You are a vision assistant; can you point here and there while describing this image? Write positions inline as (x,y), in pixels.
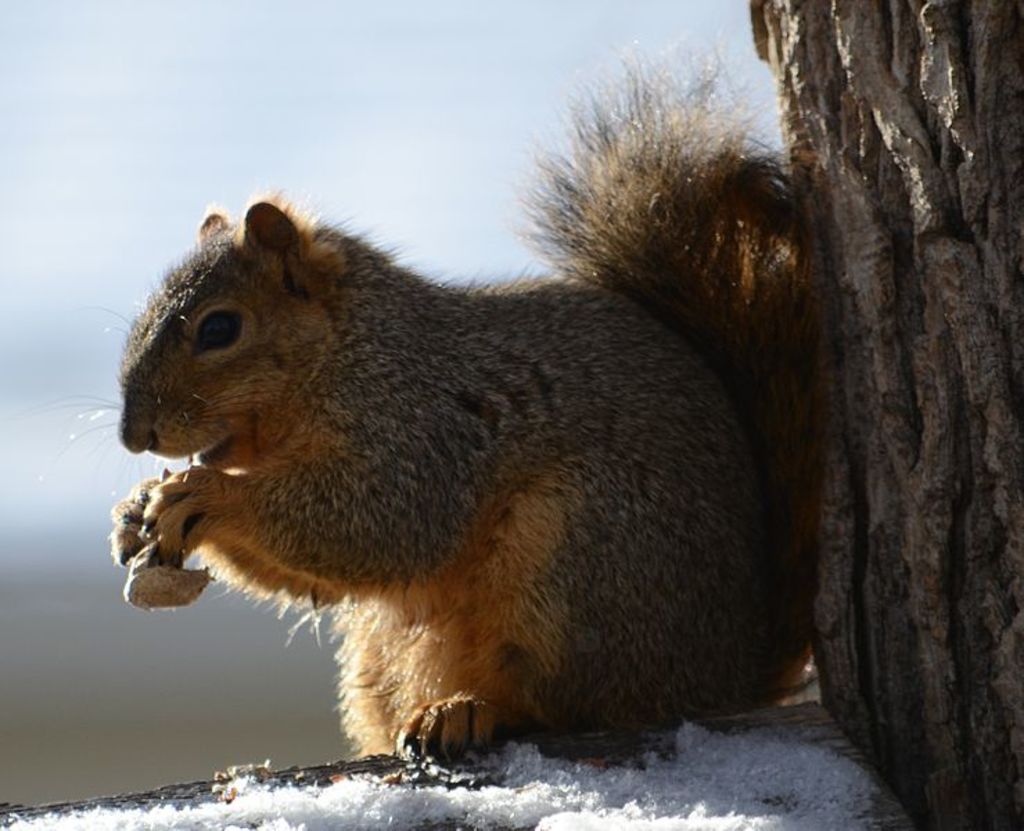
In this image we can see a squirrel (599,470) and it is holding something in the hands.
